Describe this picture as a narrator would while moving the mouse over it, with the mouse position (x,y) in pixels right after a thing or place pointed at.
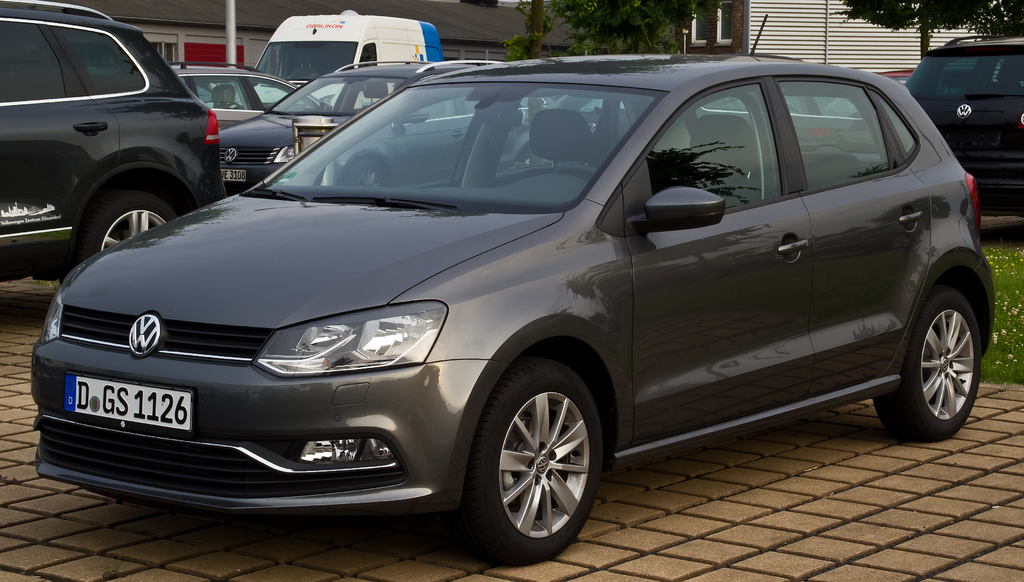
In this picture we can see a few vehicles (988,304) on the path (1003,395). There is some grass (1005,301) on the ground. We can see a few trees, buildings (493,24) and other objects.
